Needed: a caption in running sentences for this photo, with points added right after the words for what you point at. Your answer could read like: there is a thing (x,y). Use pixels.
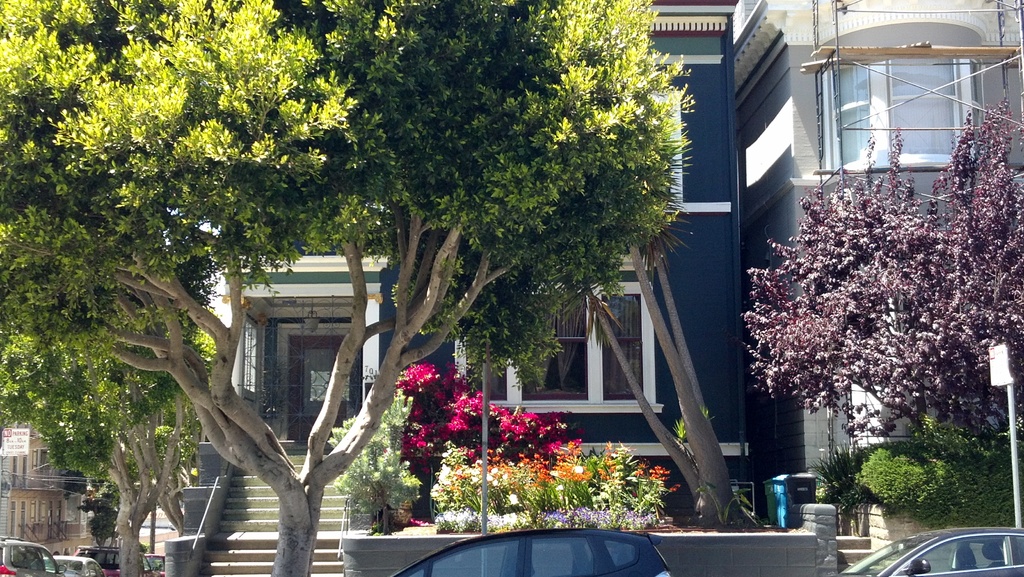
In this image, there are a few buildings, vehicles (109,565), trees (704,433), plants (984,514) and poles (1014,424). We can also see some stairs (259,554) and a trash can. We can see some boards (11,437) and wires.
